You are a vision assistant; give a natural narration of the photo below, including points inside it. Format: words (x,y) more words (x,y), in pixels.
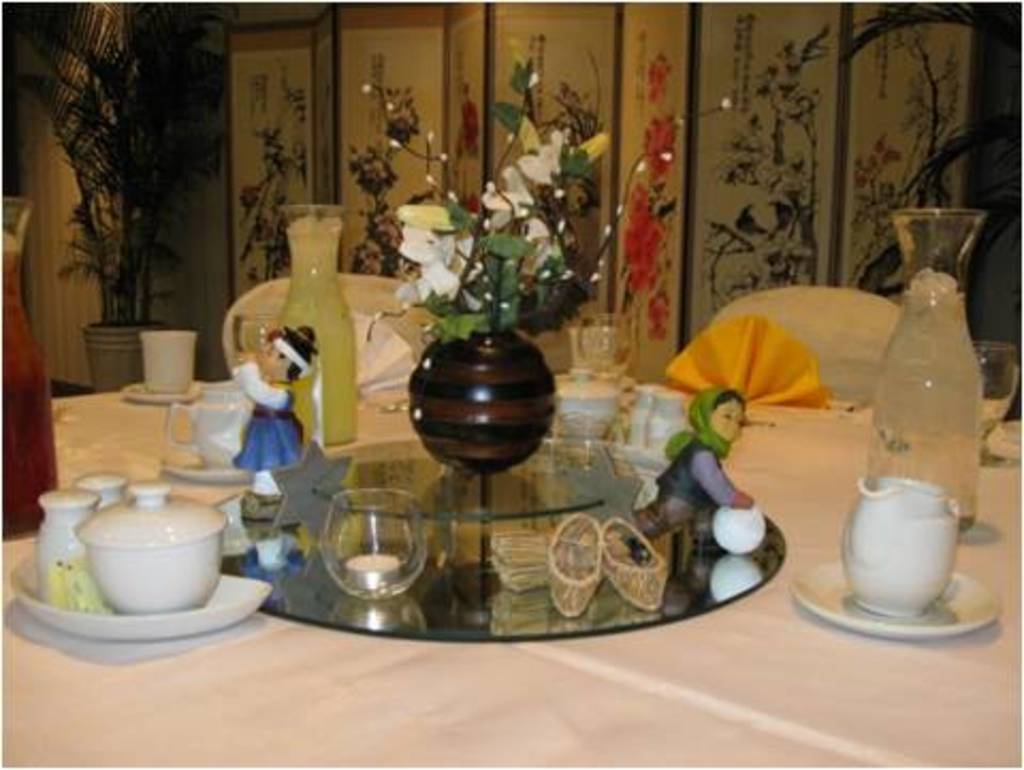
In this image I can see toys (269,480), cups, saucers (825,597), flowers (468,294) and other objects (437,556) on a table (545,672). In the background (166,113) I can see a plant pot (166,126) and other objects (305,180).
